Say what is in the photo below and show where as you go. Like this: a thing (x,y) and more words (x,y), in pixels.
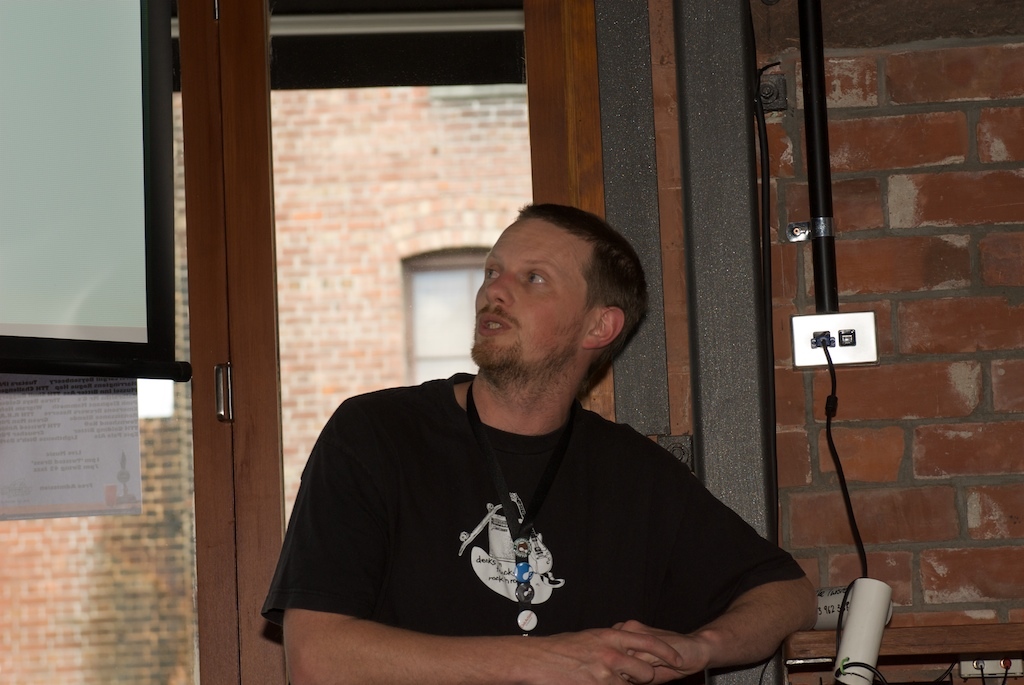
In this image we can see a person (494,365) standing and at the back (293,273) we can see the door (253,489), through the door (382,56) we can see the building (397,214). And we can see the socket (871,320) and rod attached to the wall (881,328). Left side (129,442), we can see a screen (159,324) and paper (110,446) attached to the glass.
